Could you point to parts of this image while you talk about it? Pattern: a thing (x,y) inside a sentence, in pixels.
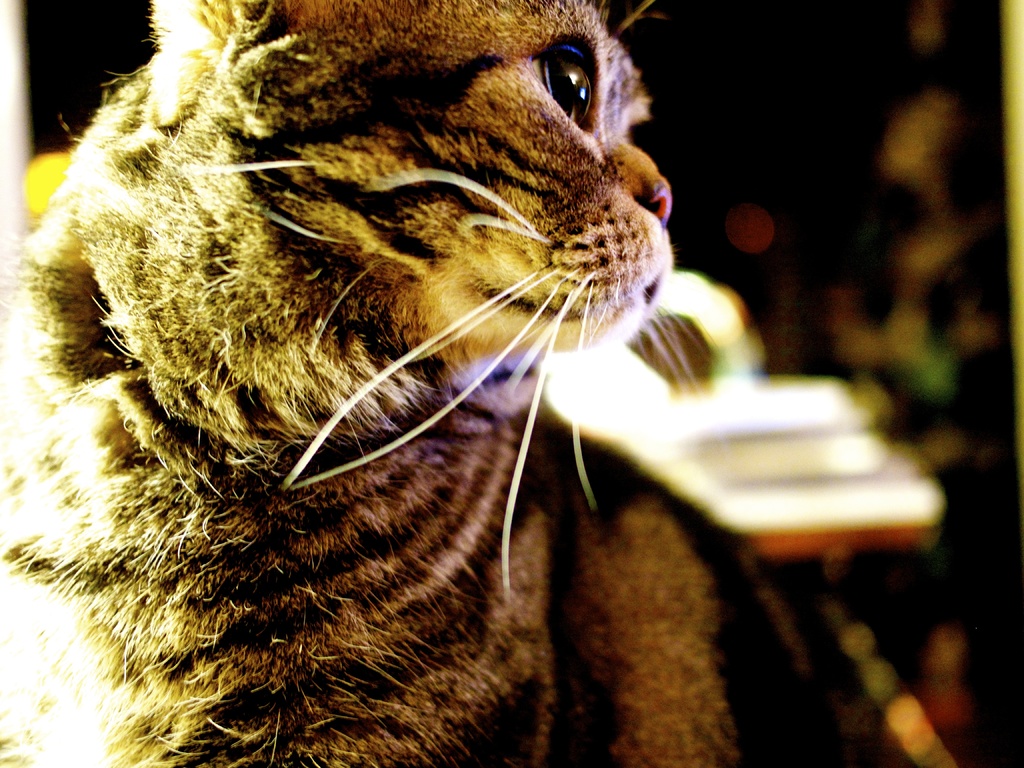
In this picture we can see a cat (441,298) in the front (630,558), there is a blurry background (770,123).
